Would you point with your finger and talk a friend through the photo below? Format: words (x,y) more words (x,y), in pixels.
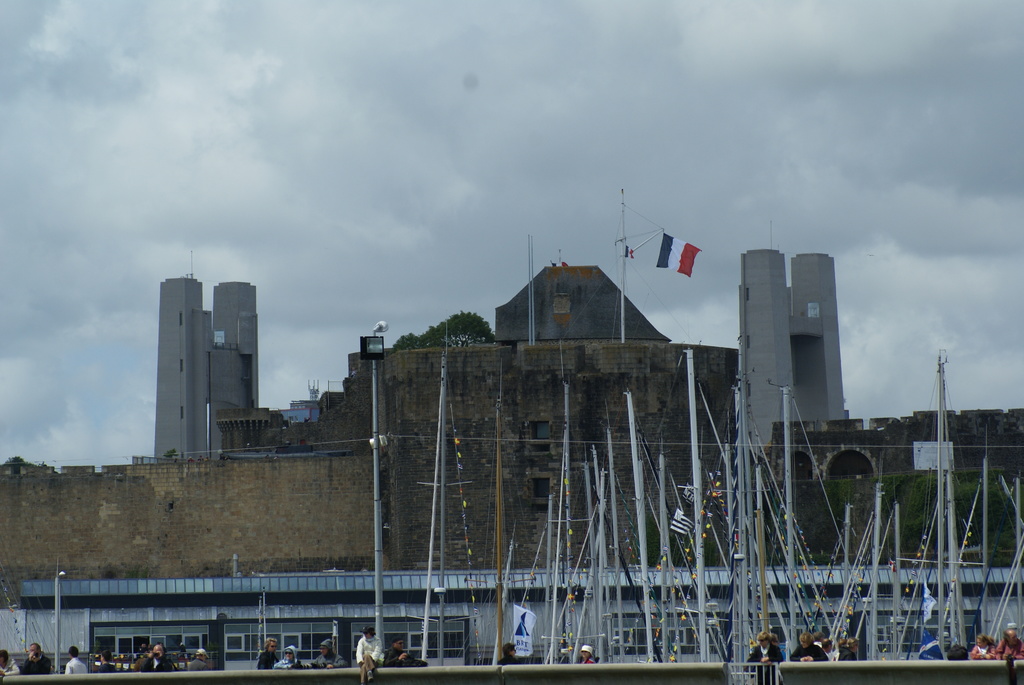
In the foreground of the image (592,660) we can see a group of people (951,653) standing. One person (360,644) is sitting on the wall (417,671). On the right side of the image (741,623) we can see a group of poles (428,603), trees (960,533). In the background (817,516), we can see a building (520,358) a flag (664,247) on the pole (624,272) and the cloudy sky (592,214).
